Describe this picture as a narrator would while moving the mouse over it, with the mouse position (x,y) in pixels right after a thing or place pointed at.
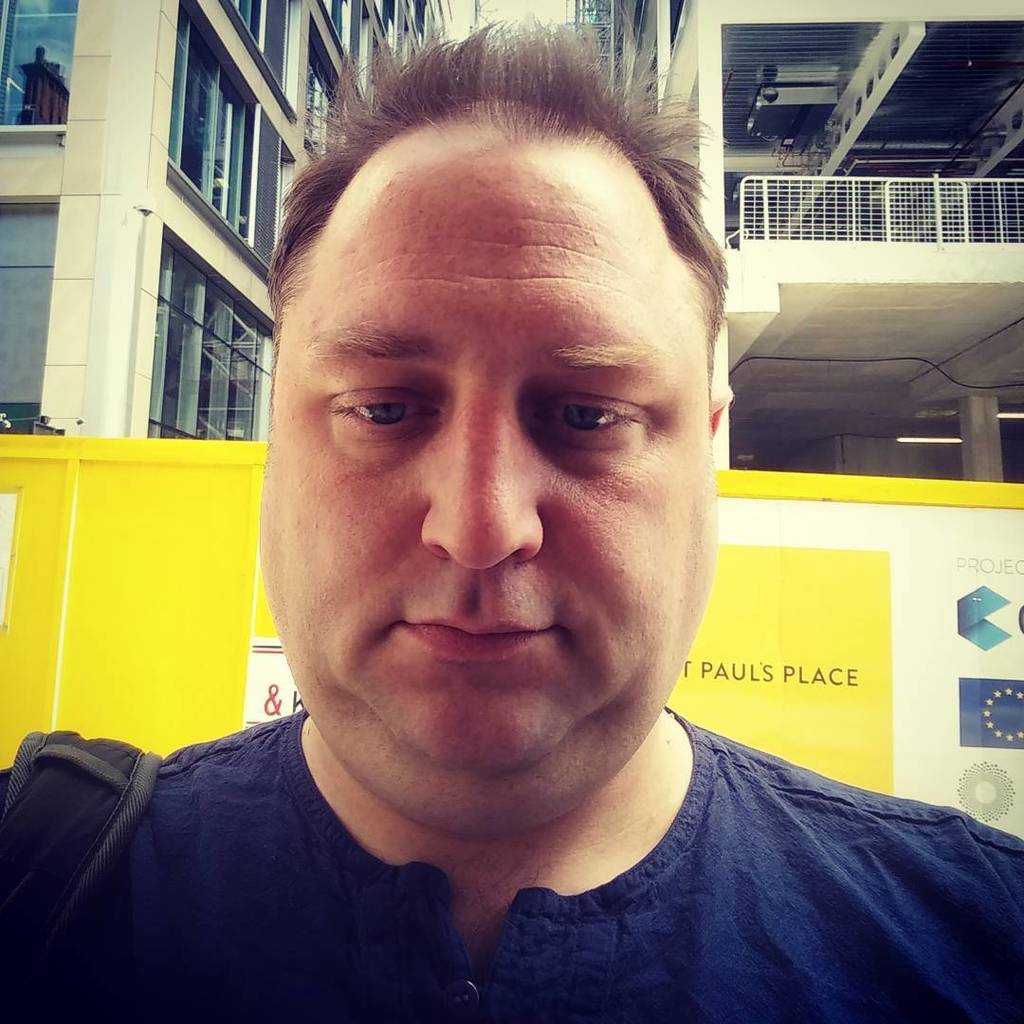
In this picture there is a man (406,651). In the background of the image (962,52) we can see banner (791,654), buildings (723,338) and railing (777,231).
